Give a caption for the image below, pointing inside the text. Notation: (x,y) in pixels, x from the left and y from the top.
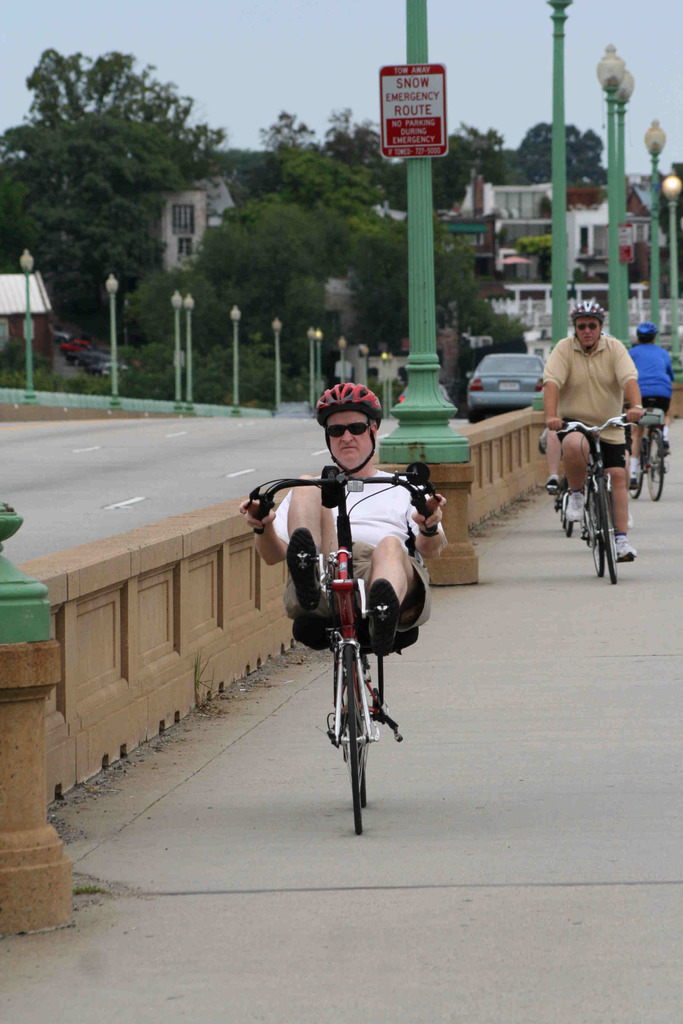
In this image i can see few persons (649,366) riding a bicycles (659,448), all of them are wearing helmets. In the background (459,310) i can see few trees (401,247), few building (35,280), few poles (416,290), the sky (537,89) and few vehicles (504,386).
